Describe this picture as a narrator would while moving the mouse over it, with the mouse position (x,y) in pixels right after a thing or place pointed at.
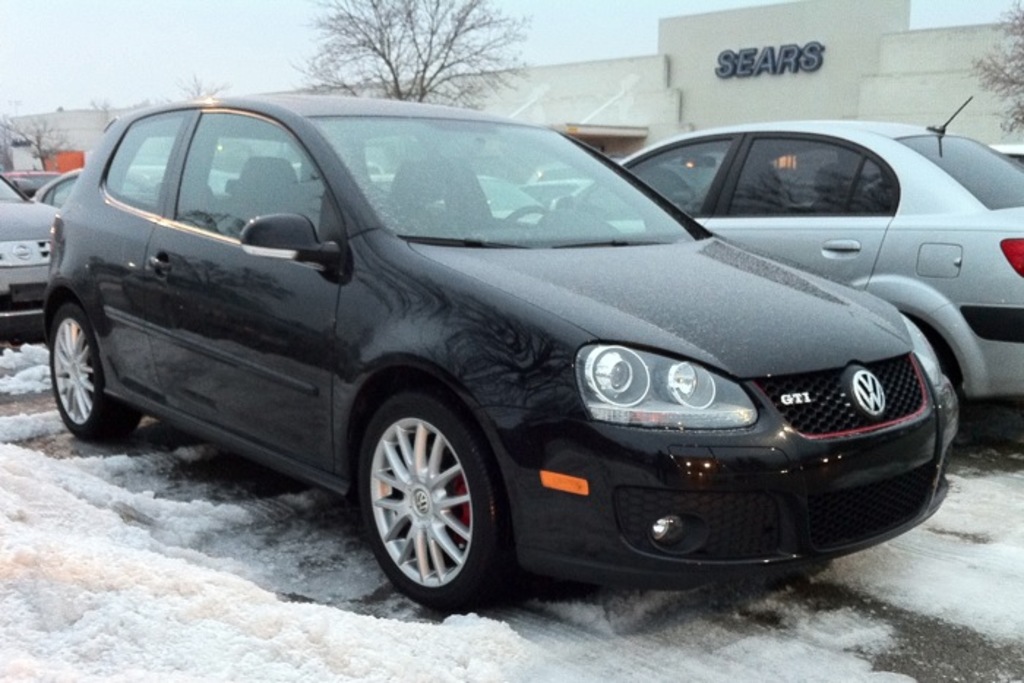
In this image we can see a few vehicles (460,295), there are some trees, buildings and the snow (270,507), on the building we can see the text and in the background (96,39), we can see the sky (79,62).
